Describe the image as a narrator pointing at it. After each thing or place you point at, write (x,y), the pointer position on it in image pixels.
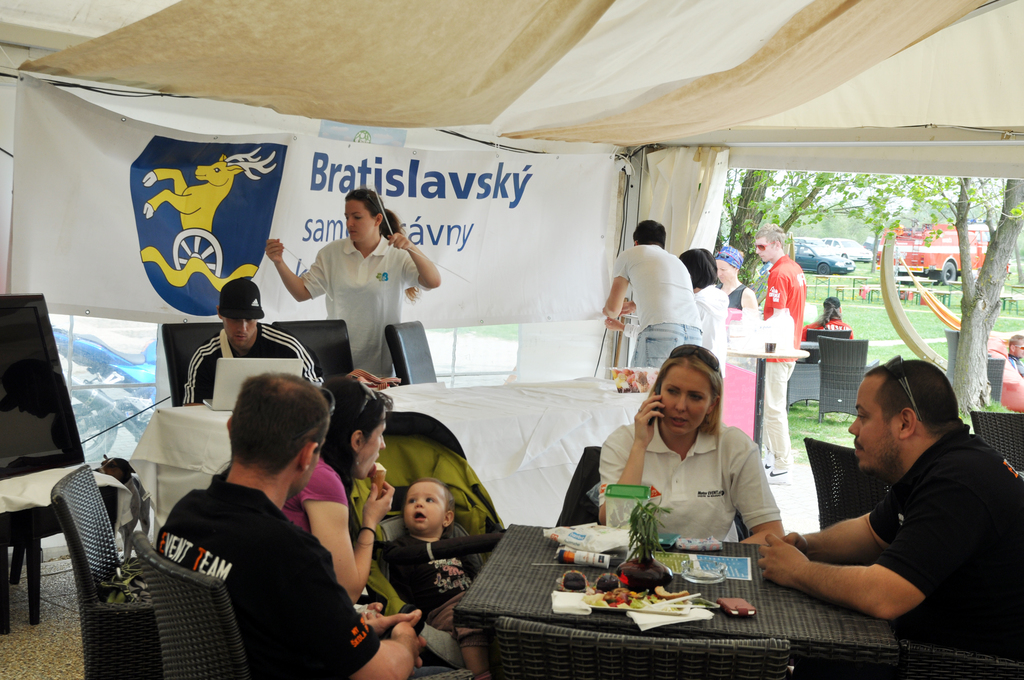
There are group of people (273,456) sitting in chairs (839,463) and there is a table (647,559) in front of them which has some eatables (668,598) on it and there are group of people (427,287) behind them and there are trees (830,205) and cars (852,246) in the background (882,223).
